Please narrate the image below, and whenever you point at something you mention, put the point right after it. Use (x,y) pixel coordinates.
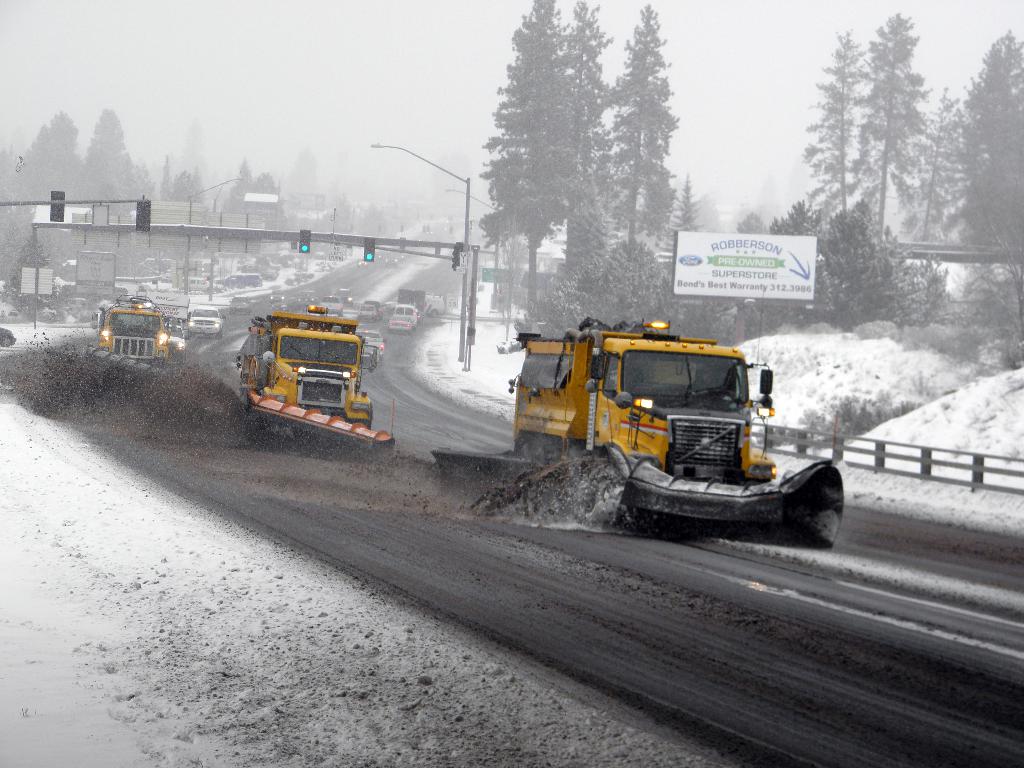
This picture is clicked outside. In the center (669,499) we can see the group of vehicles (642,446) and we can see there are some objects (67,349) lying on the ground (854,598). In the background (1007,307) we can see the sky (694,156), trees (648,141), traffic lights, street light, railings (980,454), text (722,282) on the board (788,287) and we can see the snow (882,350) and many other objects (948,257).
